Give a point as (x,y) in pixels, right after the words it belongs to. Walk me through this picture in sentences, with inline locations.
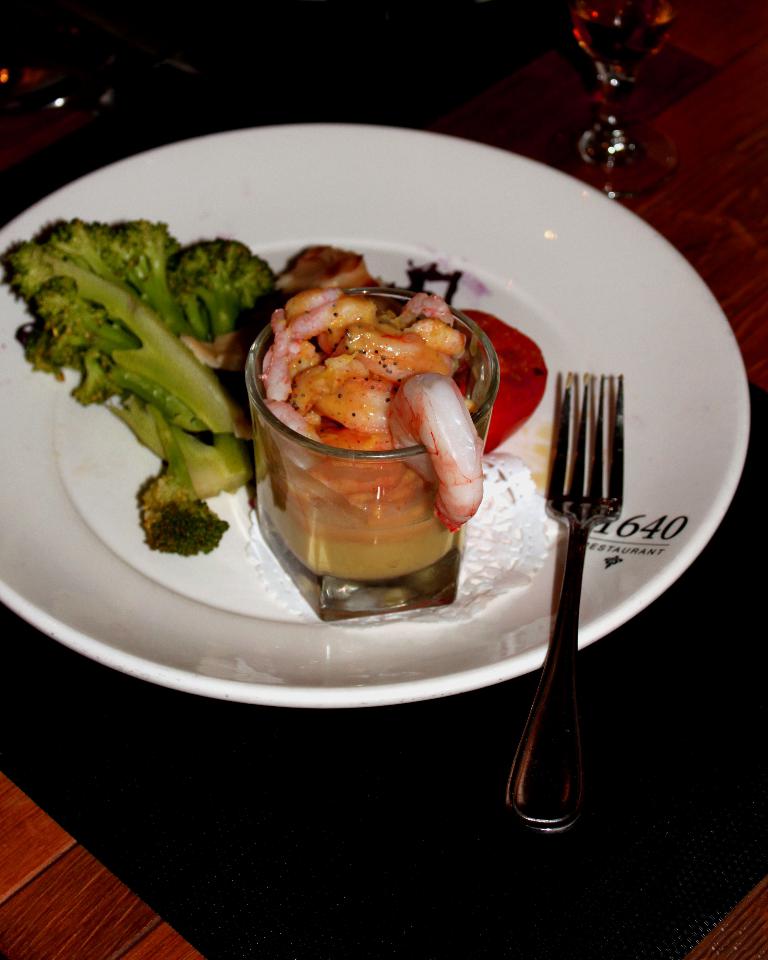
In this image we can see food item (289,420) and fork (563,657) is on white color plate (9,353). Bottom of the image (400,716) black color cloth (362,875) is there. At the top of the image (609,23) glass (603,50) is present.
